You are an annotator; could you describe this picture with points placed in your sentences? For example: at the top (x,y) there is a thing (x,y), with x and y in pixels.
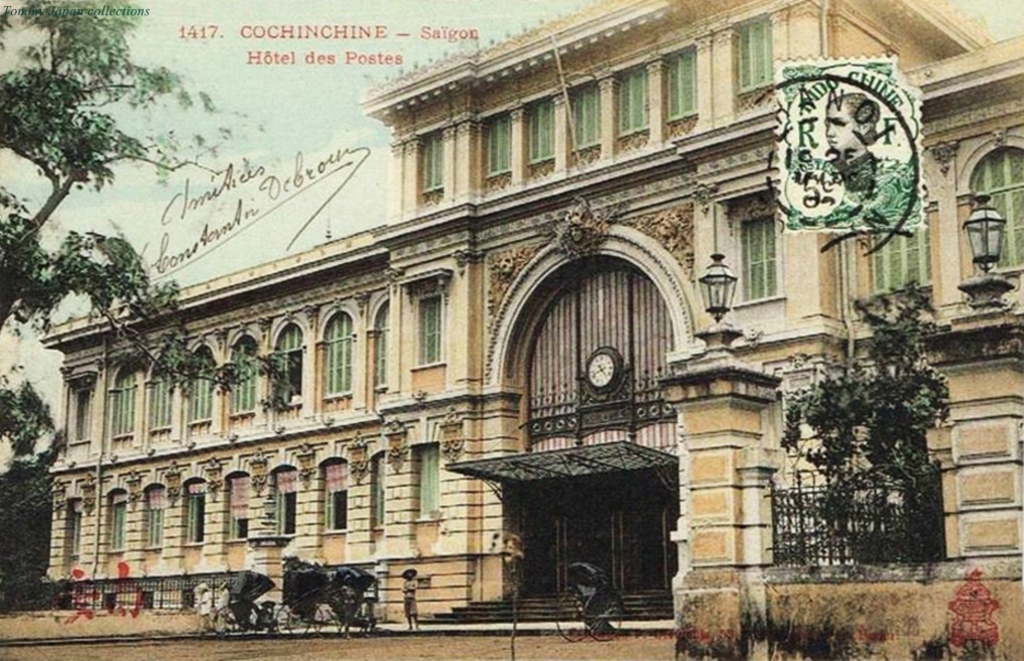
In this image in the center (410,414) there is a building (410,414), and at the bottom (381,598) there are some vehicles (255,600) and one person (410,600) is standing. And he is wearing a hat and in the center of the building (617,366) there is one clock (618,366) and some lights (719,289) railing (918,482), trees (897,381). And on the right side of the image (873,143) there is one stamp (873,143), and on the left side (274,26) there is text (345,155). At the bottom (327,652) there is road (653,646).
